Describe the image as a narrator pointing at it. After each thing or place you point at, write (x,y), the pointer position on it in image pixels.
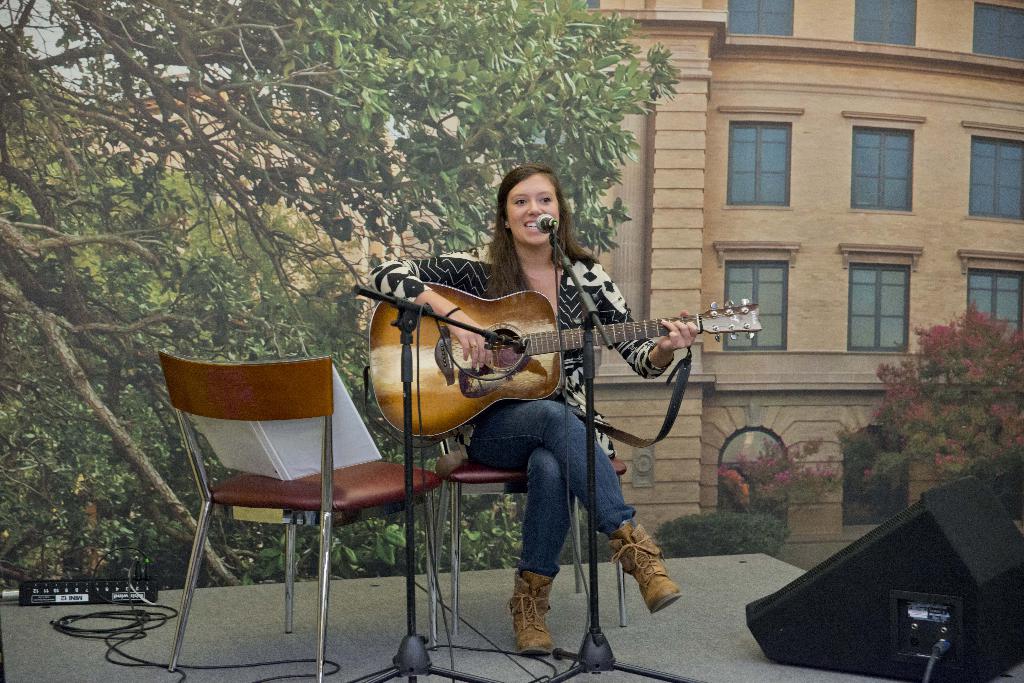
In the center (636,341) we can see one woman (505,219) sitting and holding guitar (578,346), in front (583,294) there is a microphone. In the background (349,196) we can see building (907,263), window (885,197), trees (166,268), recorder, chair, plant (88,496) and speaker (943,558).
